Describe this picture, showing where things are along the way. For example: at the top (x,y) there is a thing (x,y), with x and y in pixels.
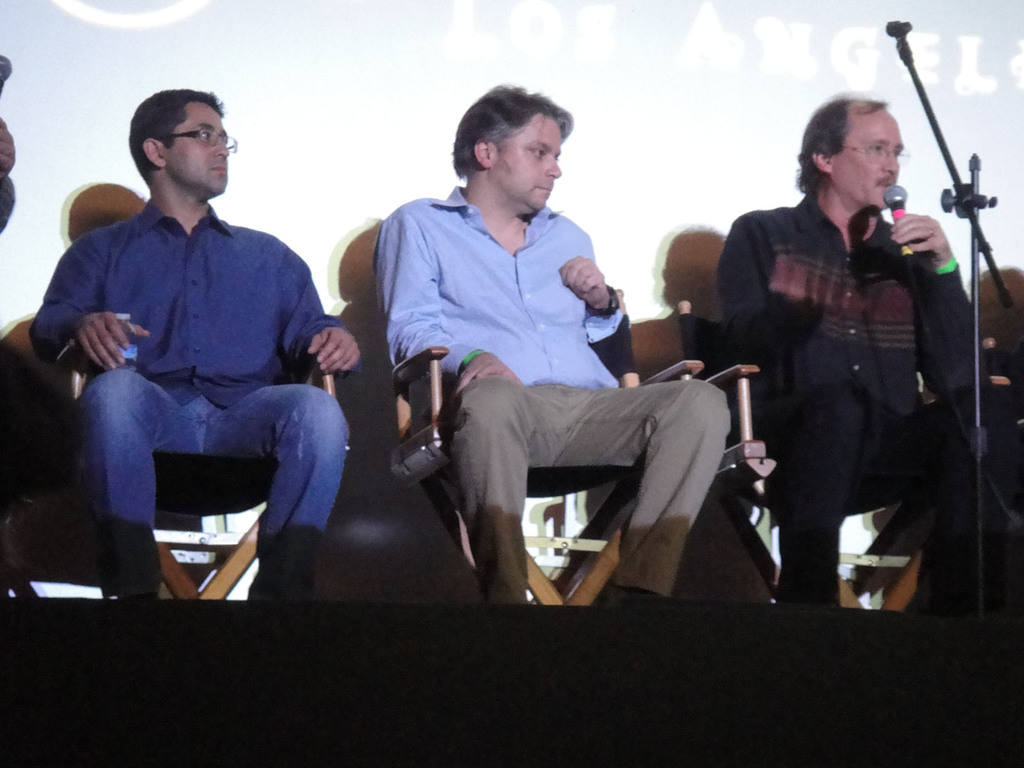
In this picture we can see three people (484,171) sitting on the chairs (82,383) wearing blue and black shirts (220,279) and among them one is holding the mic (894,201) and there is a mic stand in front of them.
